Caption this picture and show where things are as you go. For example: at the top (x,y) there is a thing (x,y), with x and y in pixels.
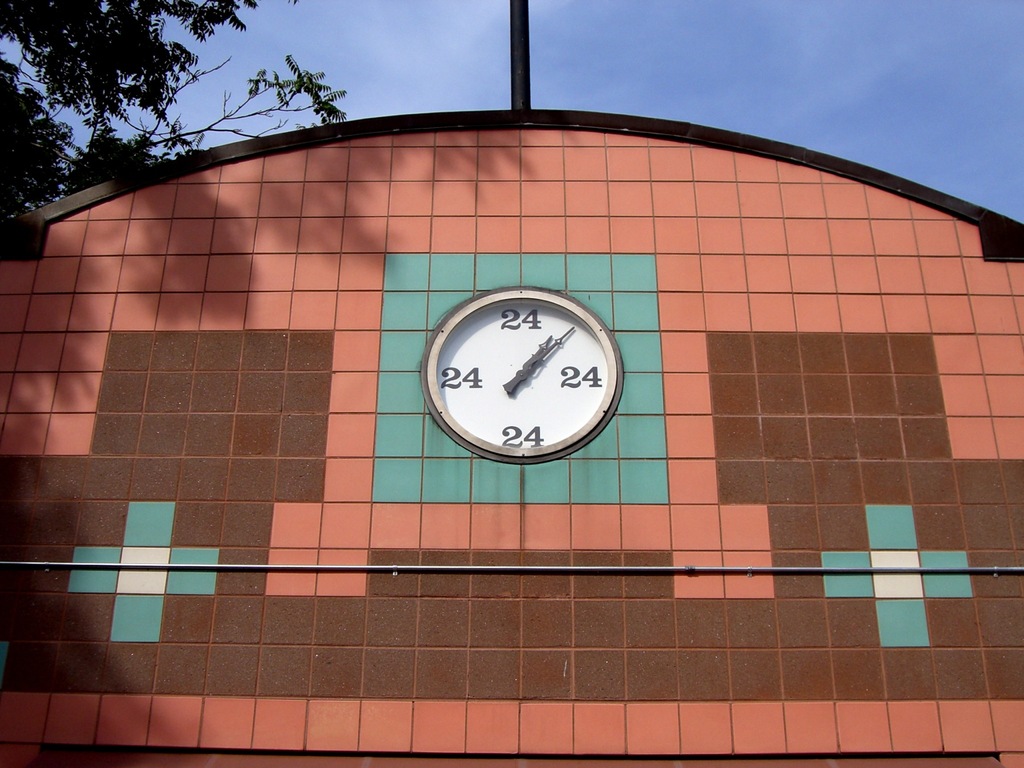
In this picture I can see there is a building (669,351) and it has different colors on the wall (481,643). There is a clock (538,352) and it has a minute and hour hand (521,379) and there are numbers (513,439) on the dial (602,378). In the backdrop (516,69) there is a pole (514,94) and the sky (951,9) is clear.
